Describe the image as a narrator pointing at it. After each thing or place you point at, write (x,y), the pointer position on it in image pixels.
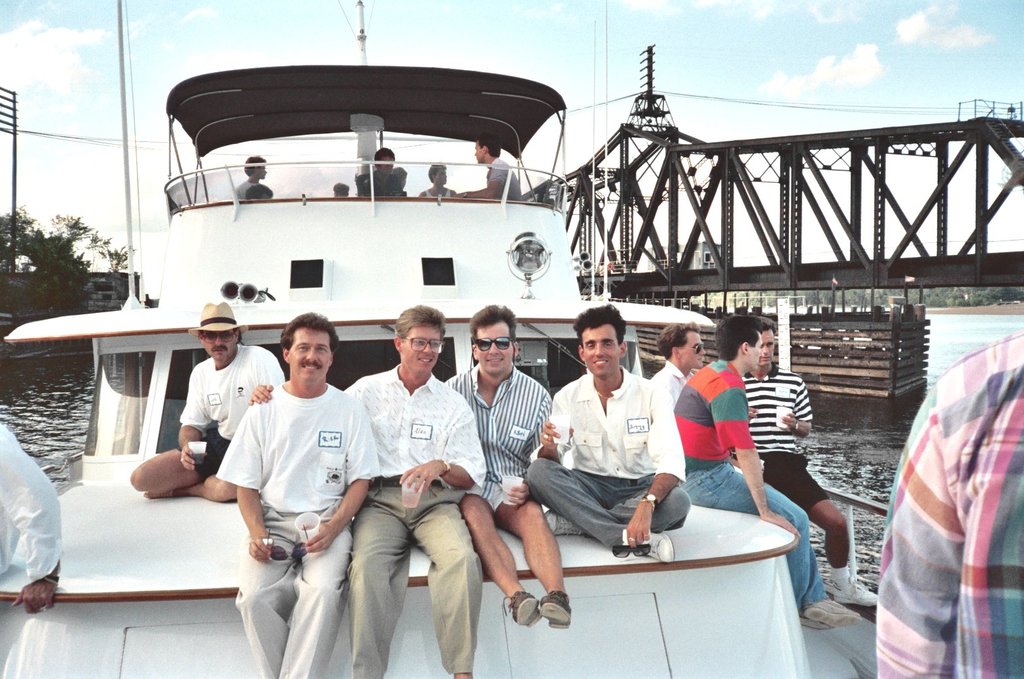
in this image, we can see some persons (722,421) on the boat (725,593) which floating on the water (41,439). There is a bridge (968,261) on the right side of the image (938,194). There is tree (63,273) and pole (12,245) on the left side of the image (9,258). There is a sky (478,67) at the top of the image (482,67).
